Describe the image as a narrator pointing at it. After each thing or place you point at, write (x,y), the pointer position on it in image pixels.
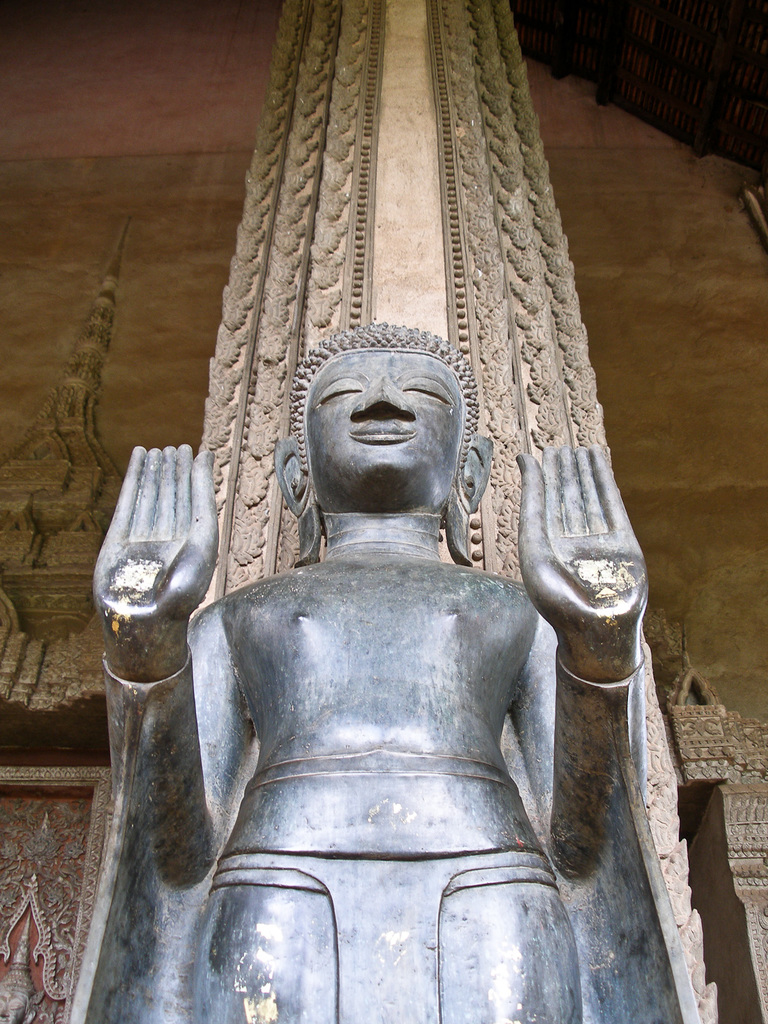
This picture shows a statue (397,389) and we see a tower (239,476) on the back (206,423).
